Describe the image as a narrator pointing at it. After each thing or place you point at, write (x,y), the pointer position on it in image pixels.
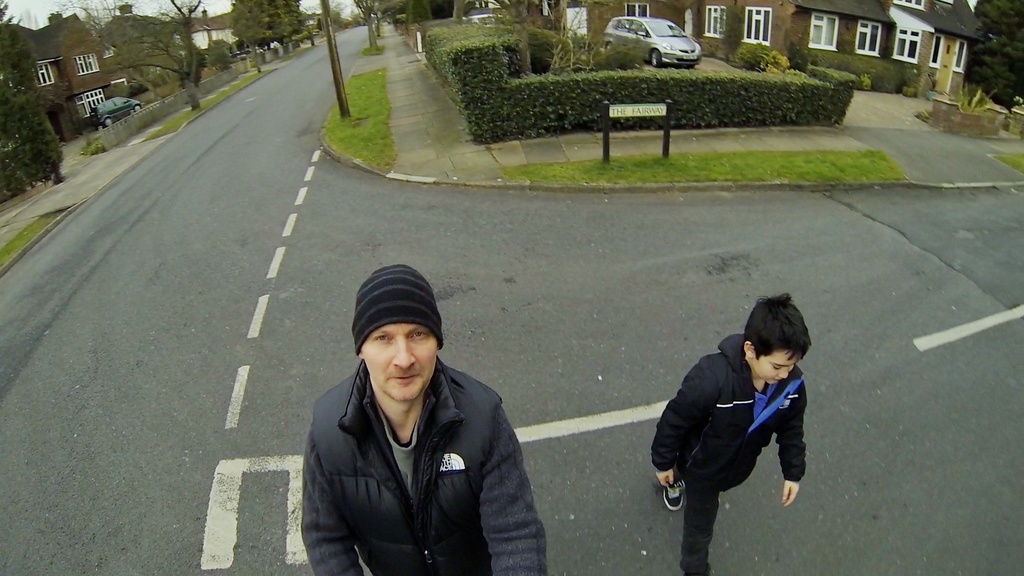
In this image there is a person (408,466) standing and looking at the camera, beside him there is a child (711,419) walking on the road (1000,461). On the left (71,95) and right side of the image (686,46) there are buildings (71,95) and there are cars (658,36) parked in front of the buildings (706,36) and there are trees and plants (462,54).
